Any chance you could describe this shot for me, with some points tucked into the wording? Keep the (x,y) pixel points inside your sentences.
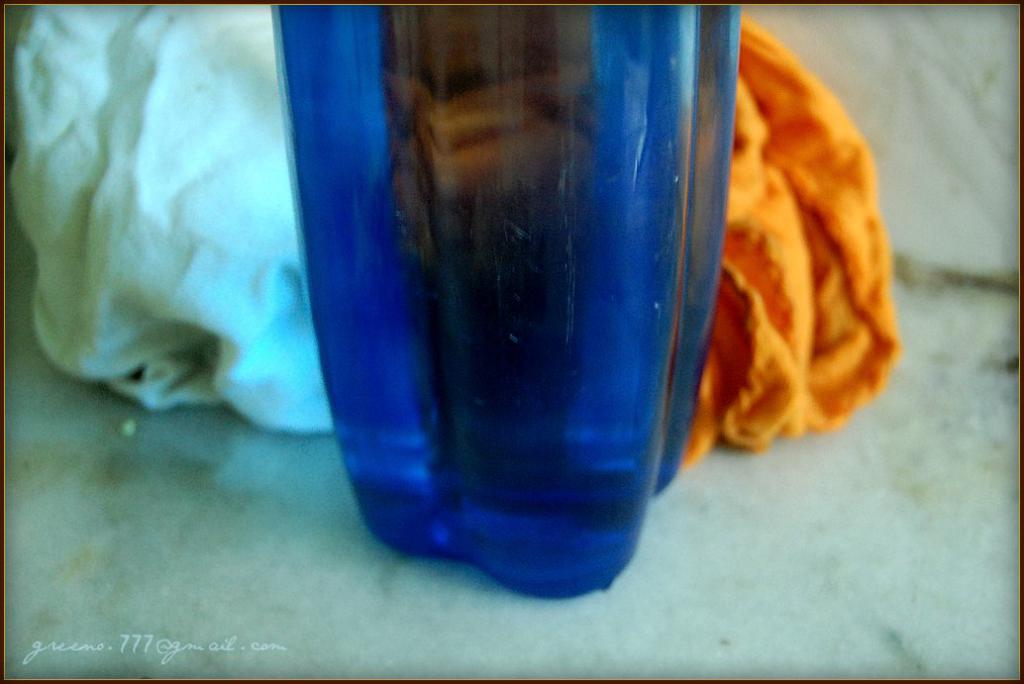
In this picture it looks like the bottom (527,510) of a blue water bottle (555,383) kept on a white floor (470,593).
